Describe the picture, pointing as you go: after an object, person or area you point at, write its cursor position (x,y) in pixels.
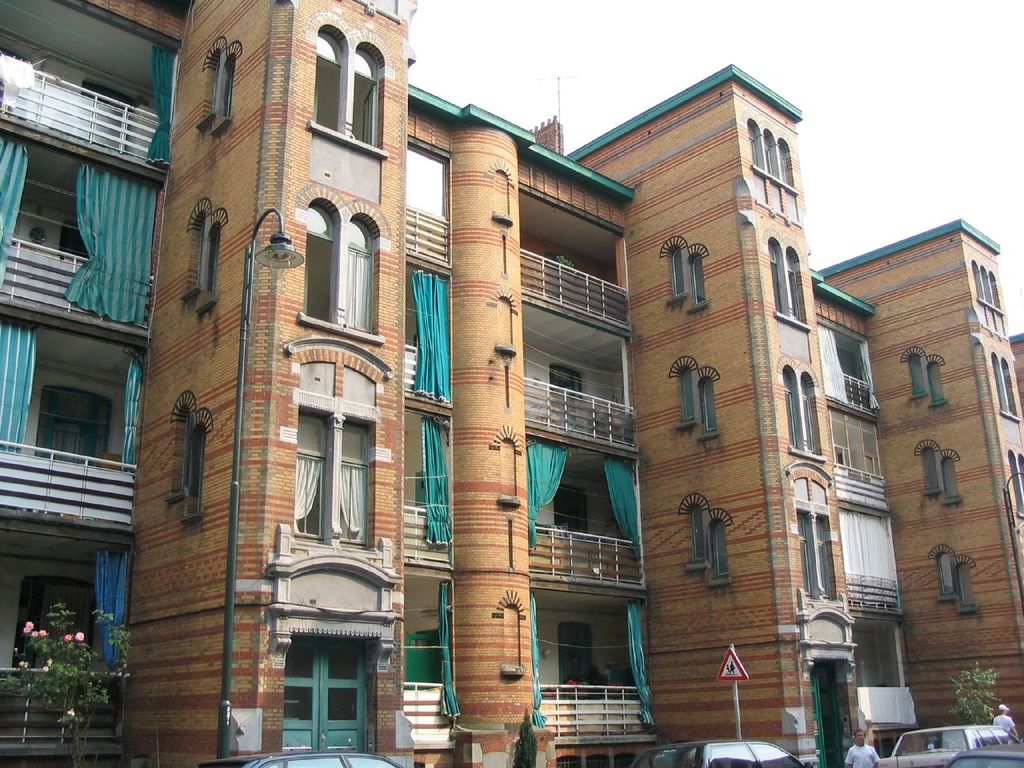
This picture is clicked outside. In the foreground (711,754) we can see the group of vehicles (925,760) and some persons (855,751) and we can see the flowers (68,634) and trees (32,662), we can see a board (735,669) is attached to the metal rod (735,688) and we can see the buildings (469,309), windows (317,268) and deck rails (579,395) of the buildings (318,354) and the curtains (611,494) and a lamp (271,250) attached to the metal rod (247,266). In the background (534,39) we can see the sky (534,39).
